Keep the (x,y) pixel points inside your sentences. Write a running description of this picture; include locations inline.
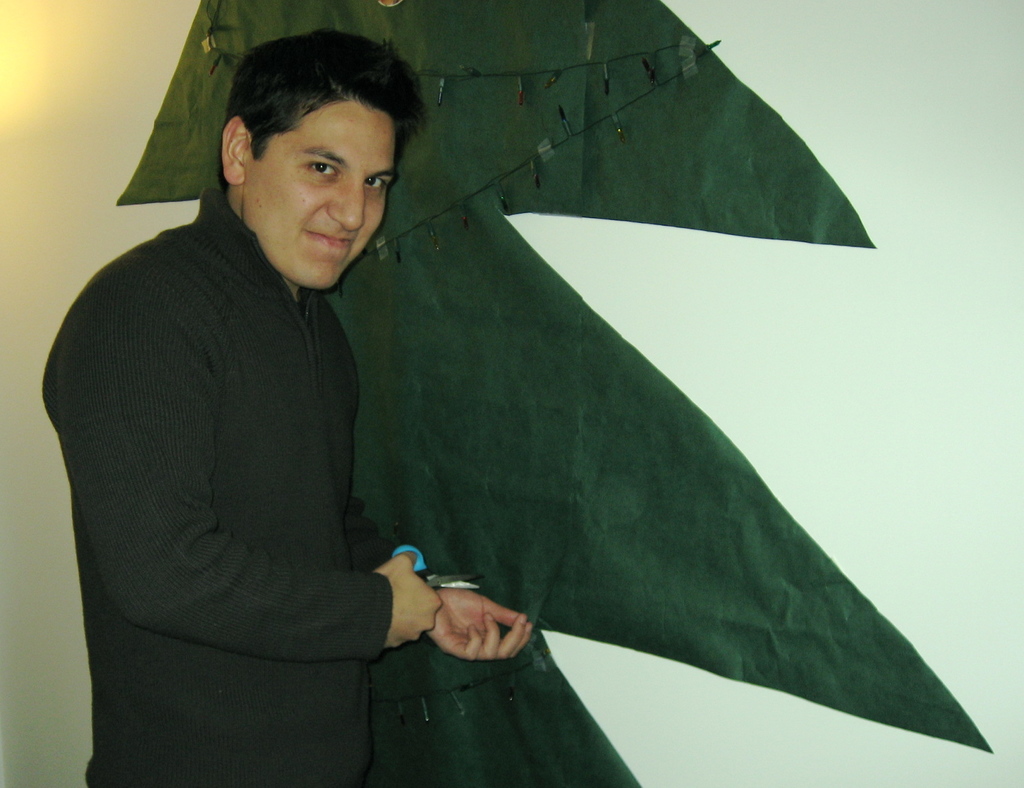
In this picture there is a man (387,582) who is holding a scissor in his hand (411,604), he is standing near the shape of a tree (530,717).
